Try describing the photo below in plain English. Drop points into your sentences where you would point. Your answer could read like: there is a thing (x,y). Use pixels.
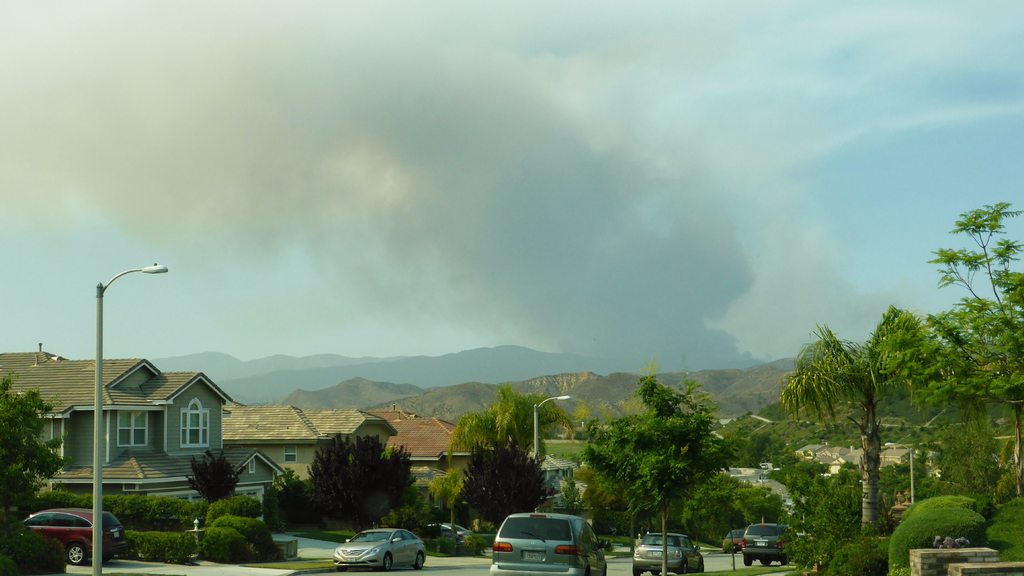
In this image we can see a few vehicles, there are some houses (551,479), poles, trees (512,396), plants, lights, windows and mountains (494,371), in the background (409,324), we can see the sky (421,334) with clouds (697,93).
